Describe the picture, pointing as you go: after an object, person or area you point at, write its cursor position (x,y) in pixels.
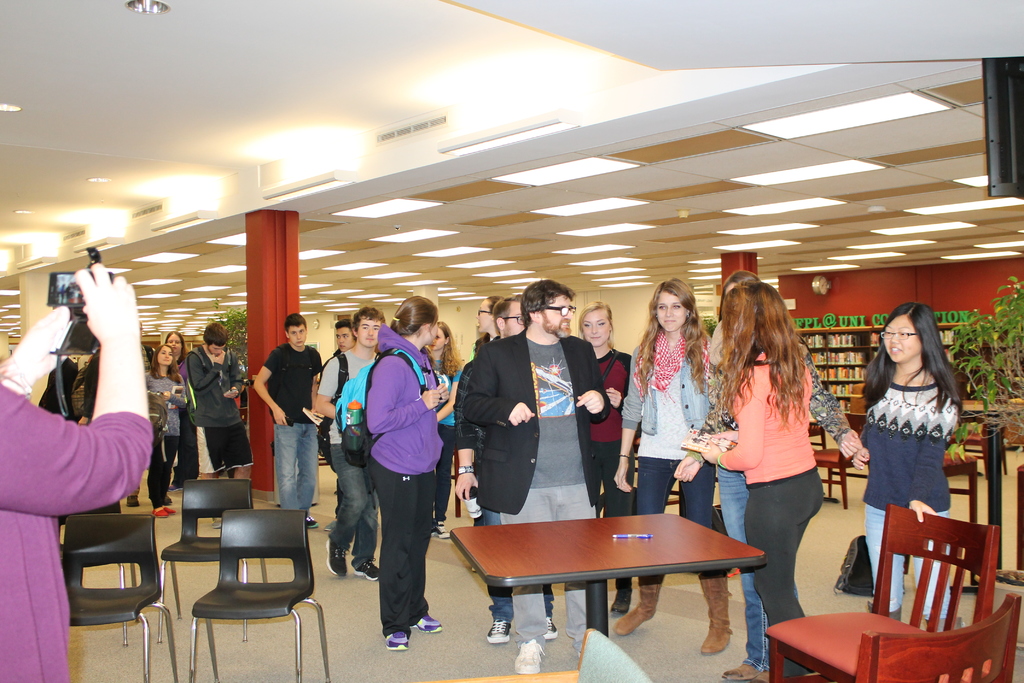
There are several people (387,405) standing in this picture and photographer (49,477) are clicking the pictures of a guy (553,447) who is wearing a black coat (513,404). There are few unoccupied chairs (245,578) over here. To the roof (821,187) there are LED lights (631,202) fitted.
